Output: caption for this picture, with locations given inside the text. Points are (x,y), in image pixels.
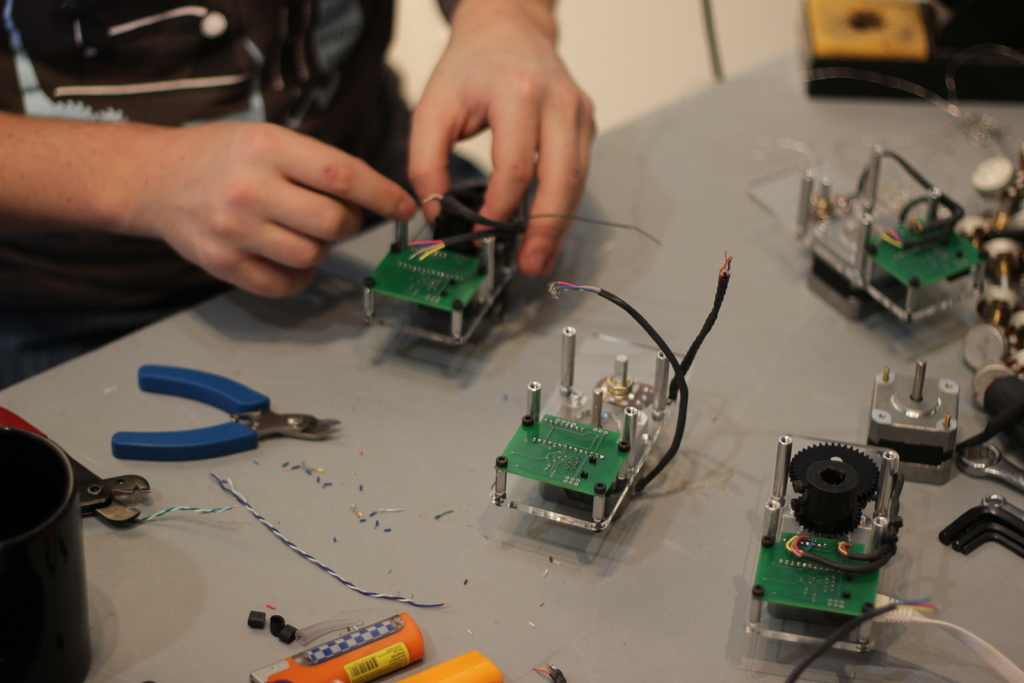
In this image there is a table (300,466) and we can see cutters (179,456), wires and some electric equipment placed on the table (444,504). In the background (194,249) we can see a person (143,207) holding an electrical equipment (499,233).
